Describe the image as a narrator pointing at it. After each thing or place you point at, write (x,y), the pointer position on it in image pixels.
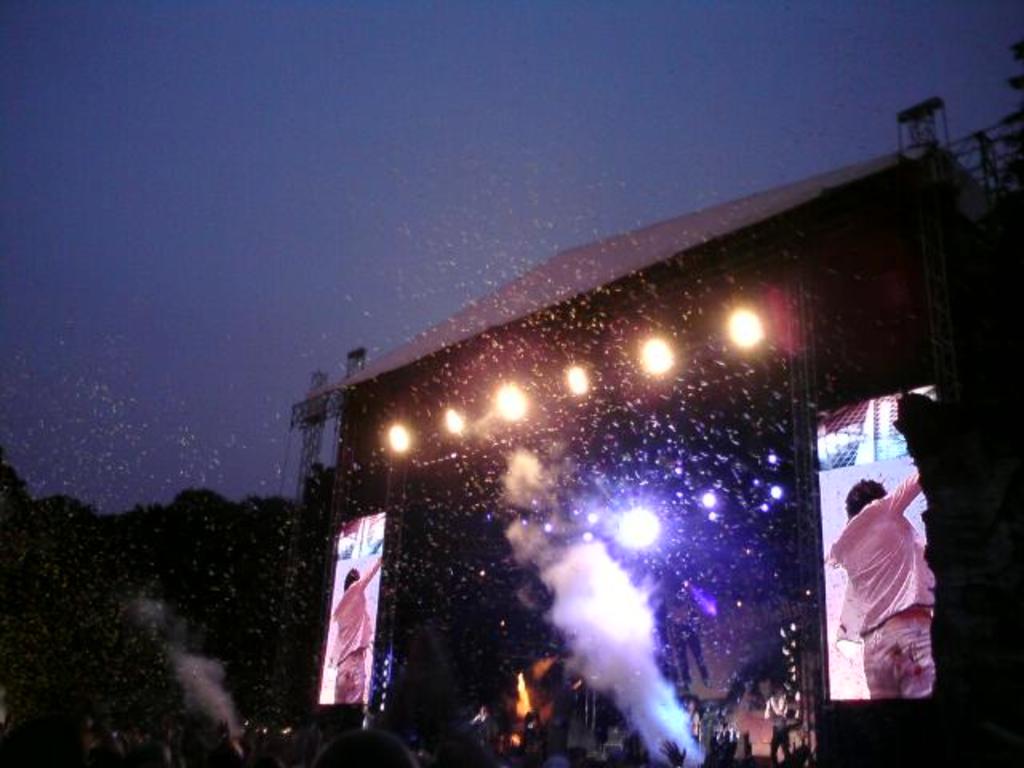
In this image I can see a stage (618,434). Here I can see stage lights (652,363), smoke (610,656) and two screens (848,560). On these screens (870,548) I can see a person (871,566). In the background (317,198) I can see the sky (333,193).
